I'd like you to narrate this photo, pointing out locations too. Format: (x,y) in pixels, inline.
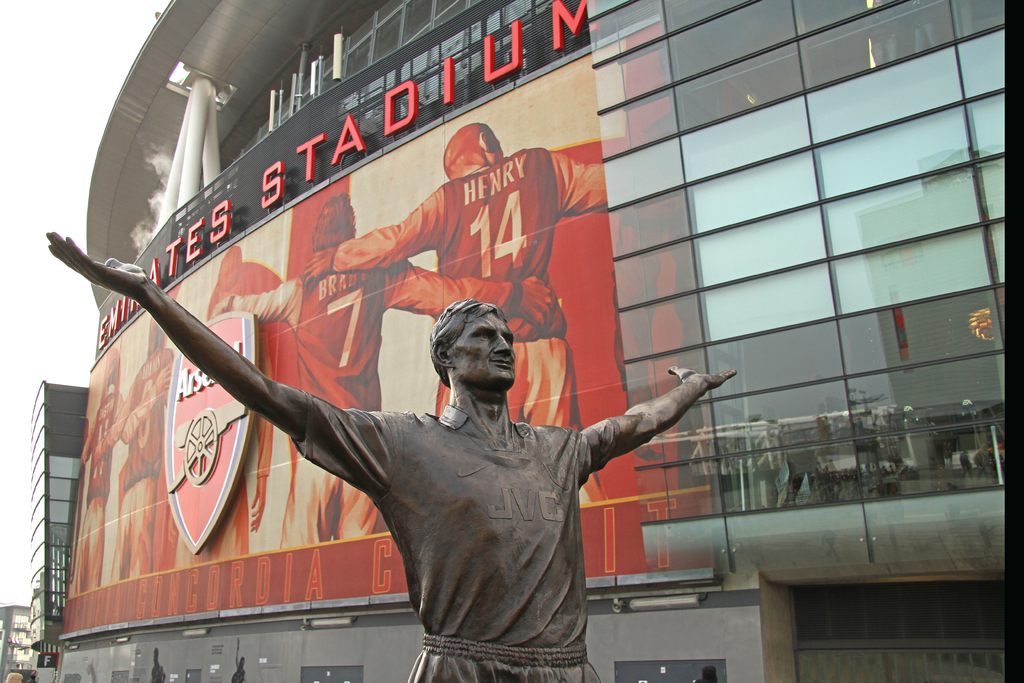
In this image we can see a statue (519,622). On the backside (646,328) we can see some buildings (633,330). We can also see a board (511,202) with some pictures (364,331) on it, a shield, pipes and some text (104,328) on the mesh (526,0). We can also see the sky (24,476).
